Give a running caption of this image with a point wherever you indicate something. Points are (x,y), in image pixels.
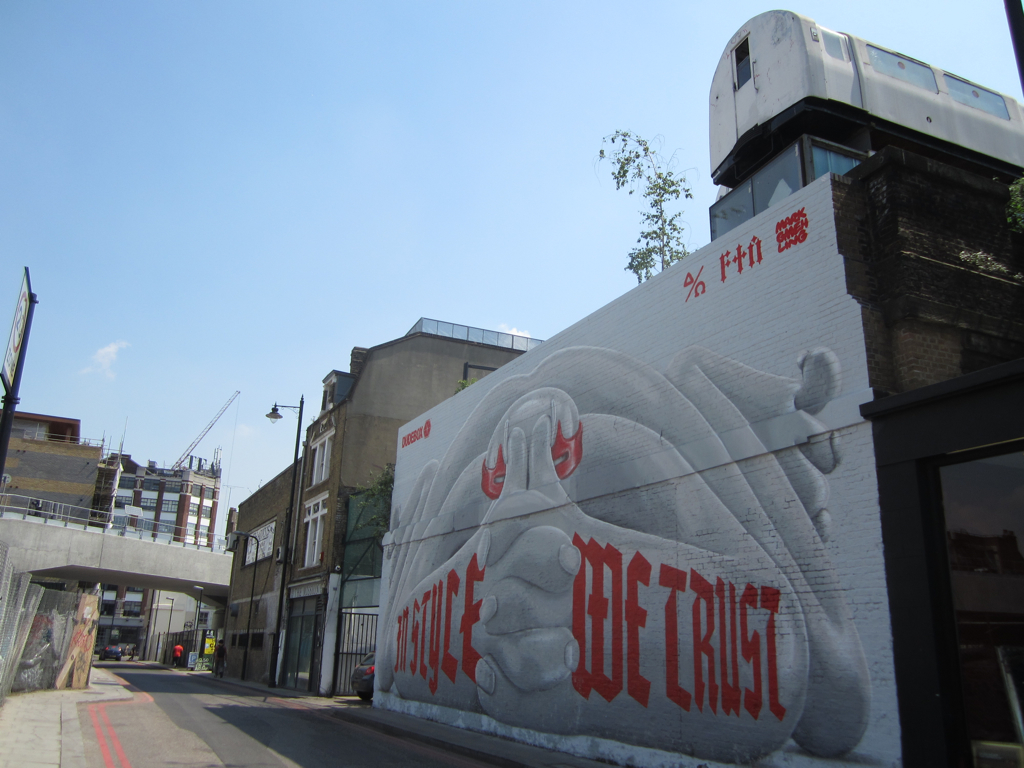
In this image there is a road (228,699) in the middle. There are buildings (242,597) on either side of the road (297,758). On the right side (697,616) there is a wall (583,549) on which there is some painting (623,516) and some text (403,621). At the top (426,183) there is the sky (434,196). There is a lamp pole (291,515) on the footpath (355,697). Beside the pole (300,418) there is a gate (344,650). On the left side (6,411) there is a pole (20,364) to which there is a board (15,324). In the background (201,433) it looks like a crane (195,444).
